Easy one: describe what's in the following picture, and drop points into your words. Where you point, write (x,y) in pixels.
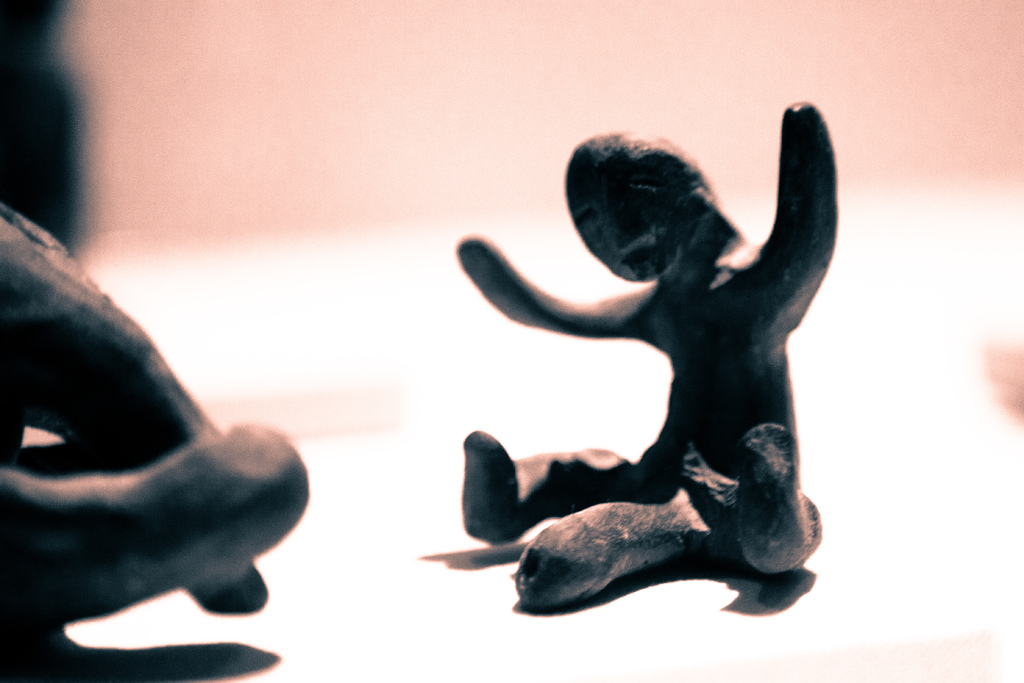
In this picture we can see a carved stone (717,368), there is a blurry background (913,76).
